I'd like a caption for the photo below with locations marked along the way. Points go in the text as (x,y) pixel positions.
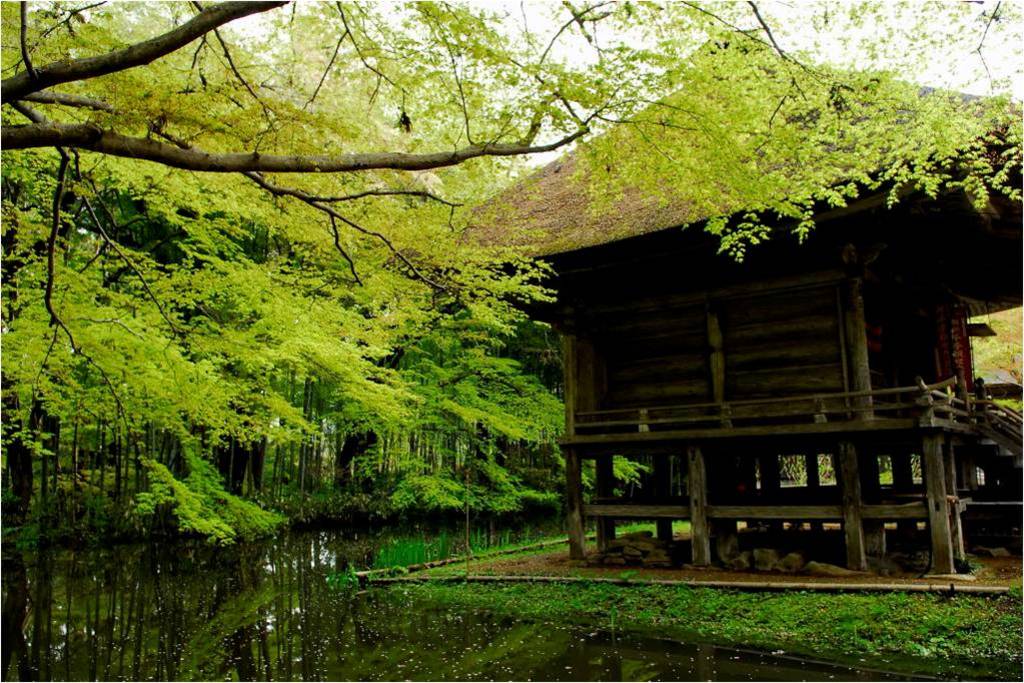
There is water (201,615), trees (552,298) and a hut (643,342).
